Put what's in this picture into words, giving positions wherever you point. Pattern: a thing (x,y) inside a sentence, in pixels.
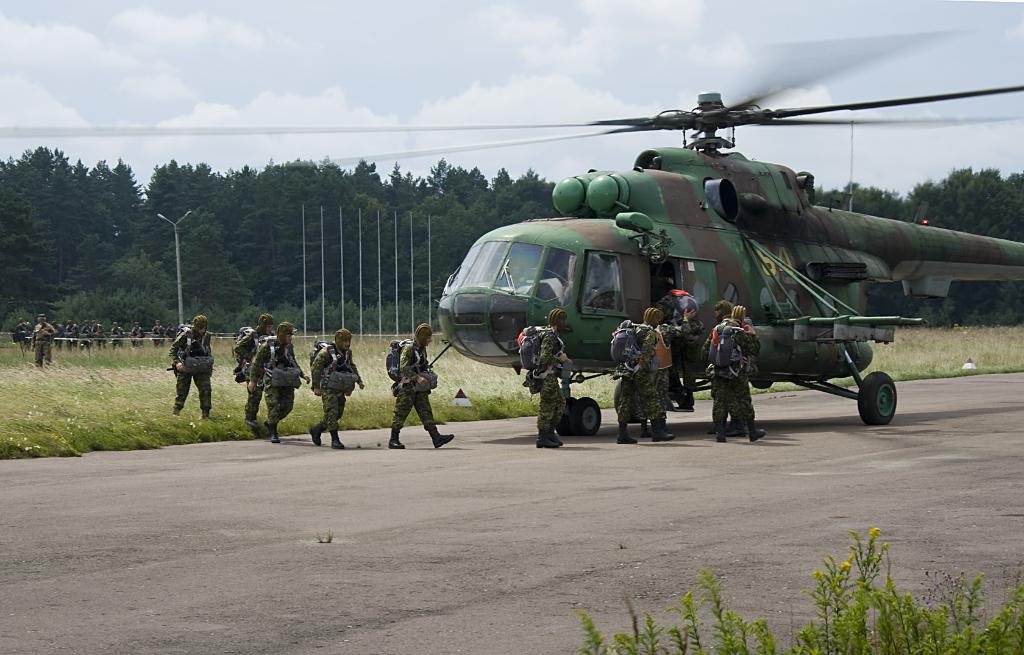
In this image there is a helicopter (683,255) in the middle (474,337) and in front of it there are few officers (254,367) who are getting in to the helicopter (636,263). At the top (427,47) there is sky (403,70). In the background (267,202) there are trees (257,271). In front of trees (339,270) there are poles (378,273).
